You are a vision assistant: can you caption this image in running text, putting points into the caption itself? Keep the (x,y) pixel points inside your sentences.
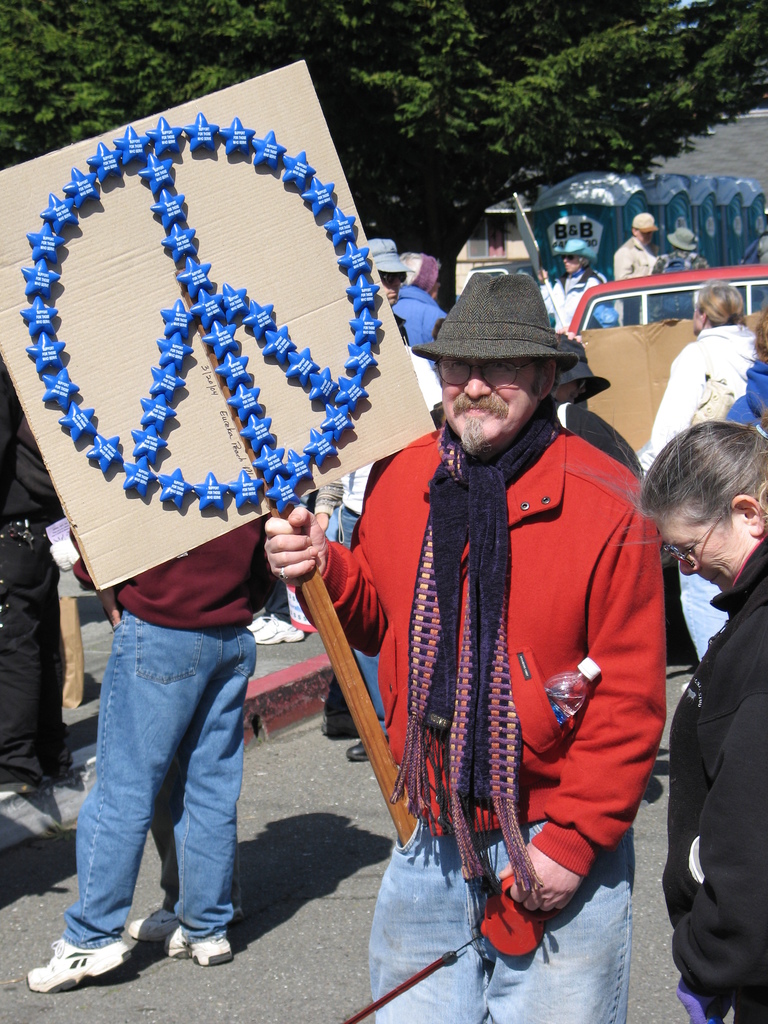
In this picture we can see a man (413,810) in the red jacket (388,570) and with a hat (464,353). He is holding a placard (280,494) and an object (505,881). Behind the man (478,510) there are groups of people (572,412), a vehicle (649,316), trees (364,11) and some objects (555,236).
